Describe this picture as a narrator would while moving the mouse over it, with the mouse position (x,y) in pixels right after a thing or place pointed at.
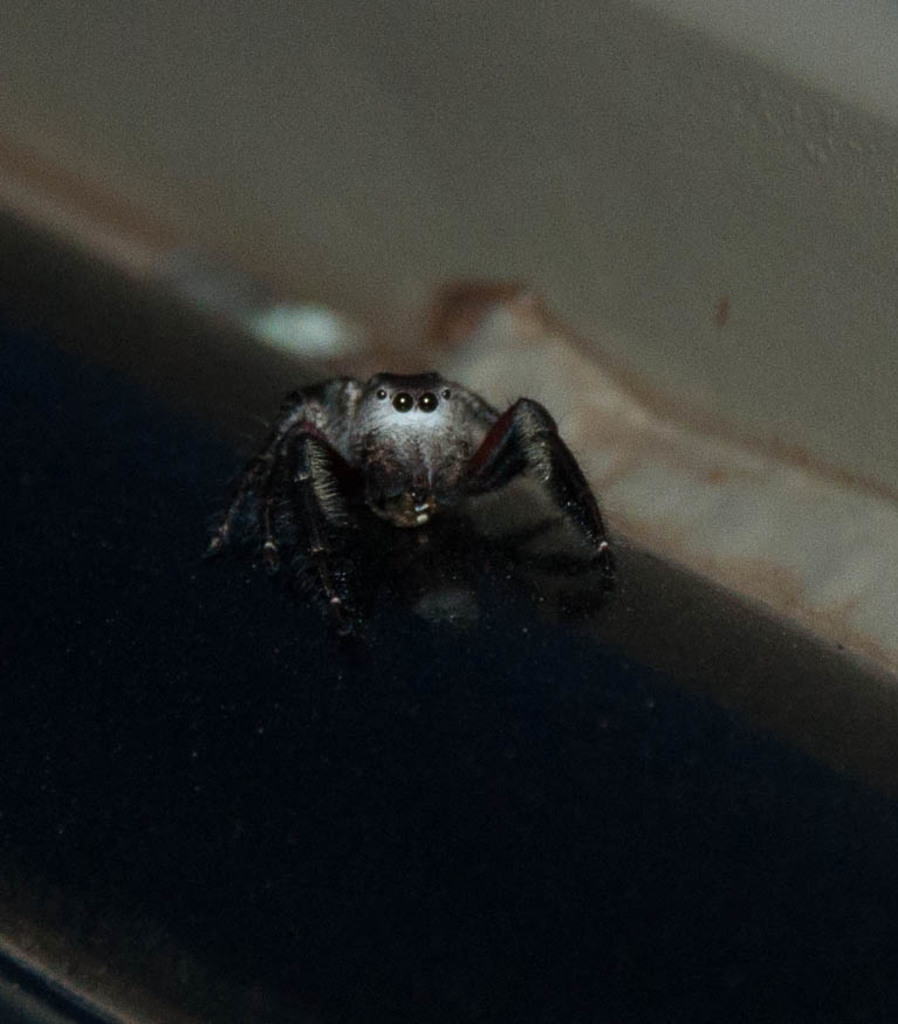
In the center of the image (463,399) there is a spider (507,437) on the surface (189,872).
